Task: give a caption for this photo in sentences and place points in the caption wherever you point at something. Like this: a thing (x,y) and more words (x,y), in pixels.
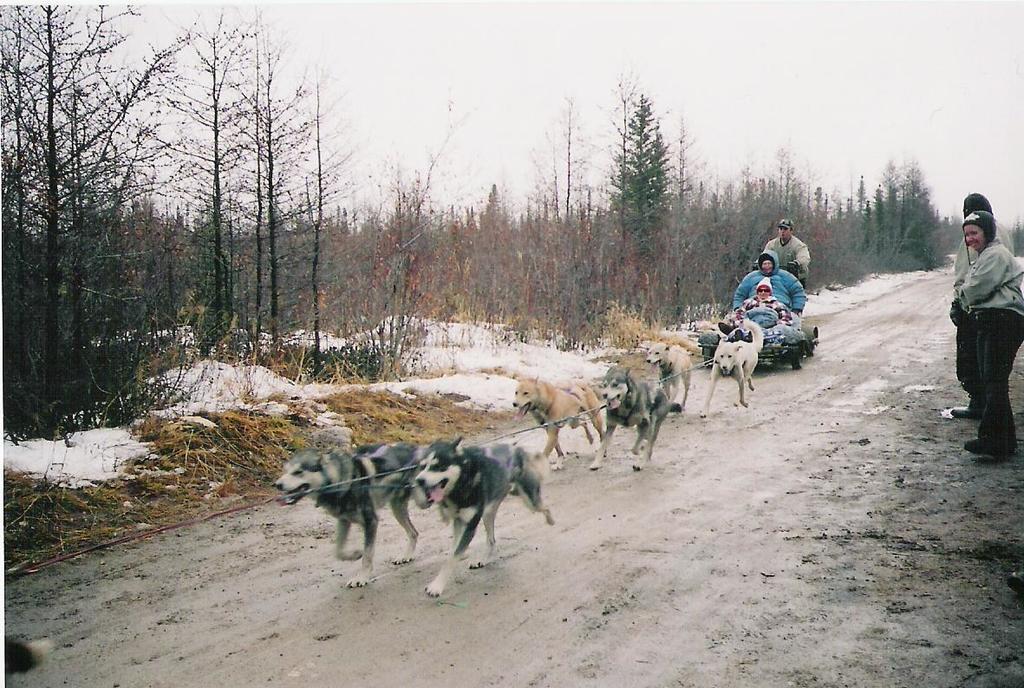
In this image we can see the dogs (665,358) running on the road (541,440) and the dogs (655,370) pulling the vehicle (764,348). Here we can see two persons (786,300) sitting in the vehicle (789,346). Here we can see a man (775,247) holding the vehicle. Here we can see two persons (964,327) on the side of the road (1018,418). Here we can see the trees (21,408).
